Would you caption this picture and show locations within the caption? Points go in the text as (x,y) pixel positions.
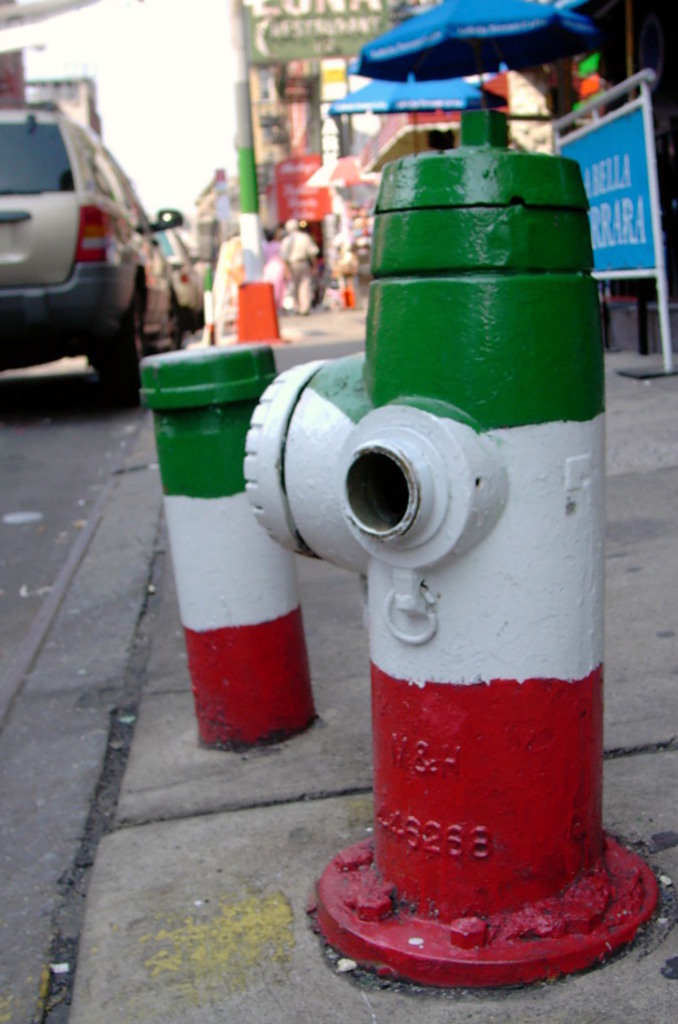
The image there are two fire hydrants (245,376) and behind them there are some vehicles (67,195) and on the right side (514,88) there are some stores (295,166) and few people (293,263).
